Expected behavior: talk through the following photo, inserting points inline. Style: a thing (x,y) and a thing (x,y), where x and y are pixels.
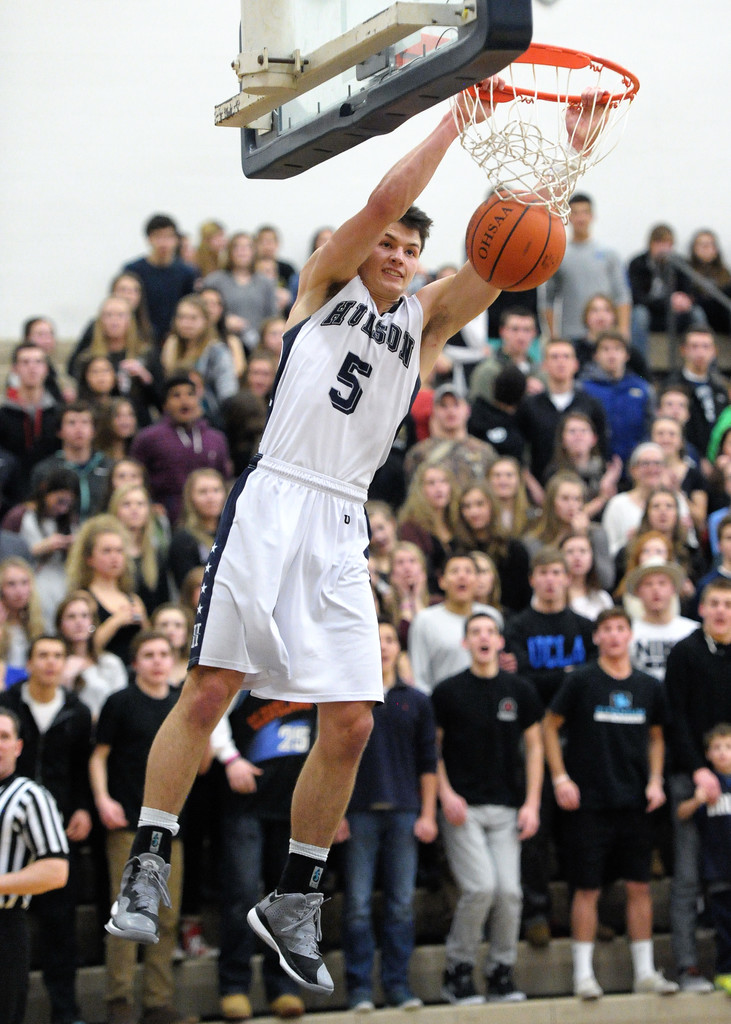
In this image we can see this person (335,447) wearing a white dress (304,389), socks (290,840) and shoes (131,921) is in the air by holding the net (618,104). Here we can see the basketball (483,256) in the air. The background of the image (513,753) is slightly blurred, where we can see these people (474,534) are standing.
